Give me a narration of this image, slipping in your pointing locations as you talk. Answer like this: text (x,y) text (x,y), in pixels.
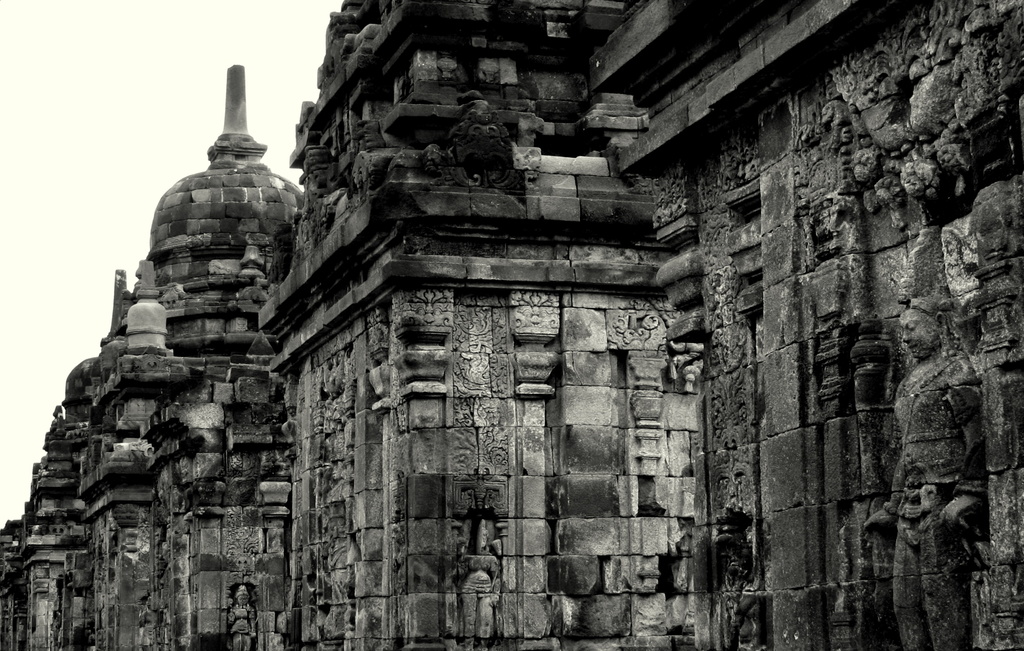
In this image we can see a historical building (336,400). In the background (113,191) there is sky (111,128).
